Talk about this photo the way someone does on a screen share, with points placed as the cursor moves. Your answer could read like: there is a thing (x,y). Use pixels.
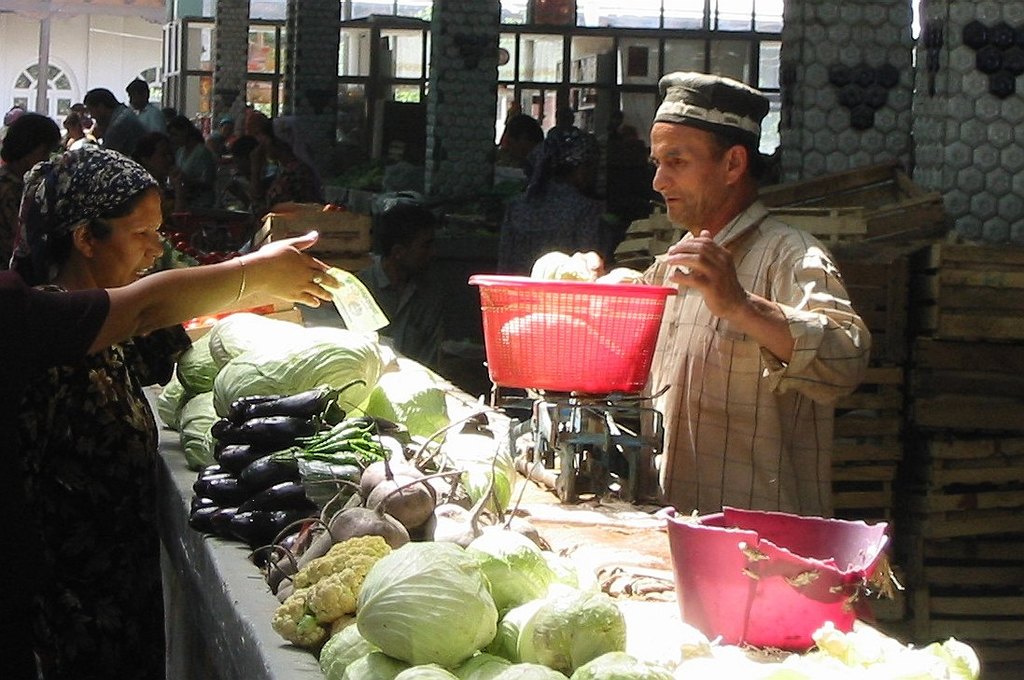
Here on the left (138,313) we can see a person hand (119,320) holding a currency note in the hand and there are few other persons (183,138) standing and sitting on a platform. On the right (683,353) a man (684,340) is standing and weighing the food item (564,323) in a basket (547,310) on a weighing machine (604,429). There are different types of vegetables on a platform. In the background (360,126) we can see pillars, windows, wall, few persons (397,244), wooden boxes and some other objects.
